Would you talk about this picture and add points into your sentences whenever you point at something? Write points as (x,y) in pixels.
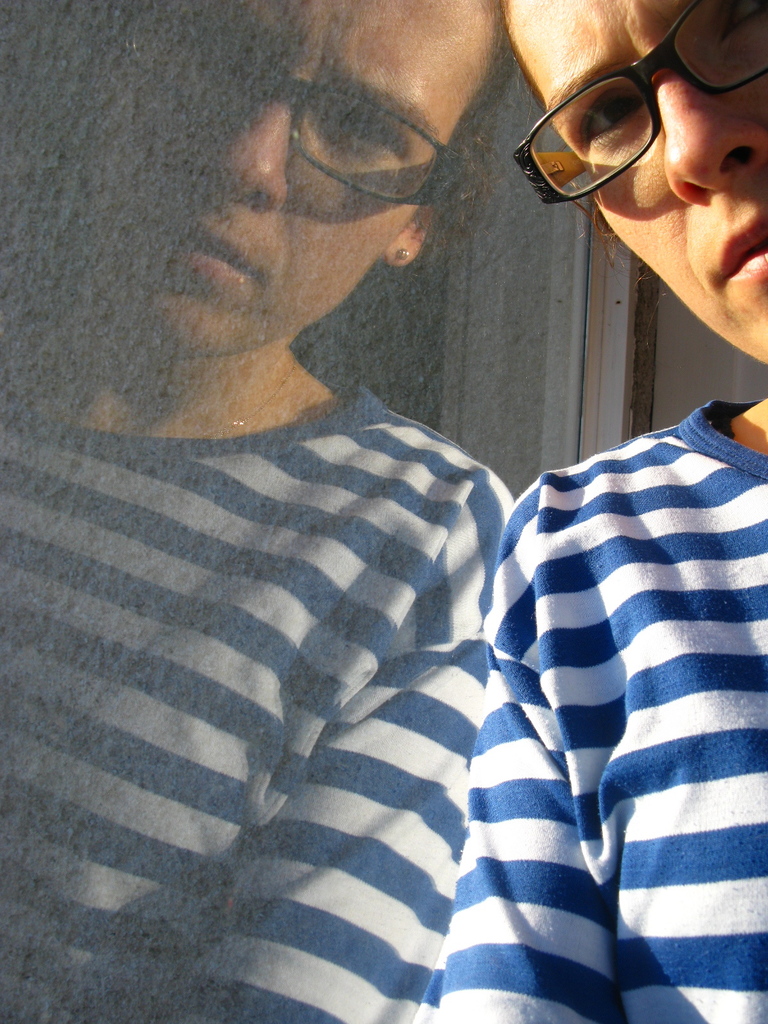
In this picture we can see the reflection (345,284) of a woman (718,848). She is wearing spectacle (444,143), earring (401,251) and t-shirt (324,688). Here we can see window (357,385).
